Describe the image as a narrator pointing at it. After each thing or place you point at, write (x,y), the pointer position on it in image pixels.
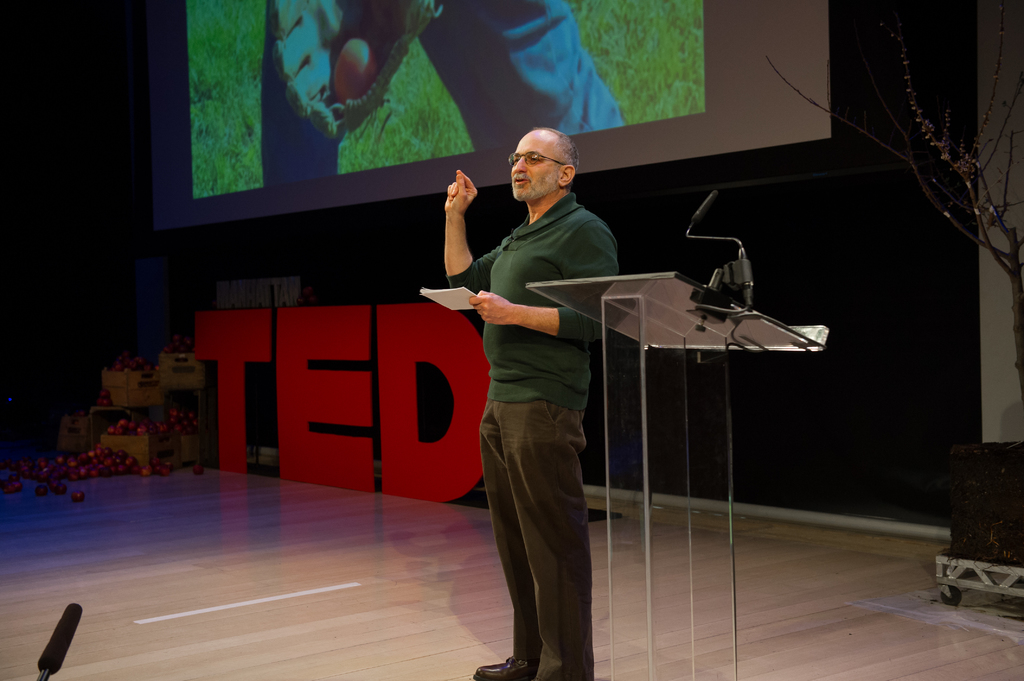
In this picture we can see a person (491,335) holding papers (465,296) in his hands (485,309). There is a microphone (692,227) on the glass podium (626,308). We can see a microphone (67,639) in the bottom left (59,618). There are a few food items (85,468) in the boxes (70,442). We can see plant stems (990,215) on the right side (974,235). There is a name board (334,321). We can see a screen (358,187). On this screen (250,73), we can see a person (323,87) wearing gloves (319,79) and holding a ball (336,86) in his hands (344,108). Some grass (633,26) is visible on the ground (396,122).
